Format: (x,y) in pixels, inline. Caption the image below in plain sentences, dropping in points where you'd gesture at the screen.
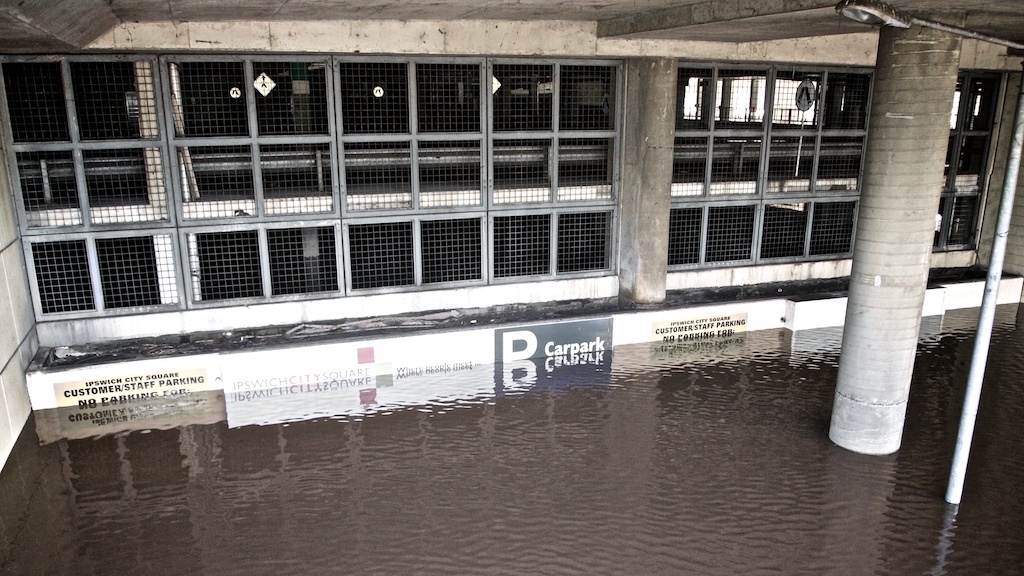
At the bottom (280,429) there is water (565,430). On the right (888,373) there is a pillar (919,205) and there is a pole (962,457). In the background (289,161) there is iron mesh (518,169). At the top (523,12) it is ceiling (607,5). In the background (766,93) towards right (742,103) there are windows (690,95).
